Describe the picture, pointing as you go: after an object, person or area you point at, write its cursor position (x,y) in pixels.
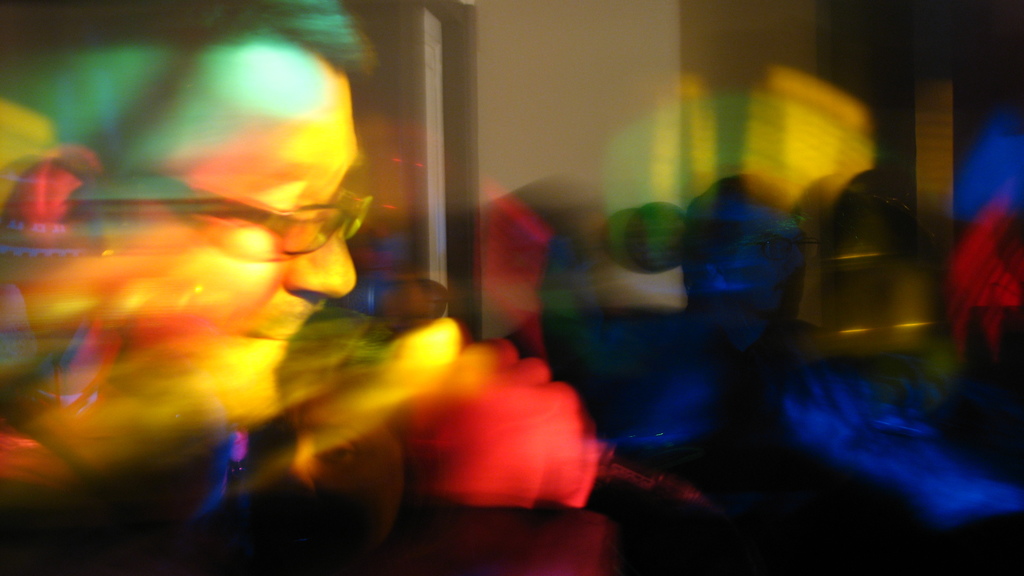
In this picture we can see a man (198,416) on the left side (185,388), he wore spectacles (293,255), there is a blurry background (574,25).
